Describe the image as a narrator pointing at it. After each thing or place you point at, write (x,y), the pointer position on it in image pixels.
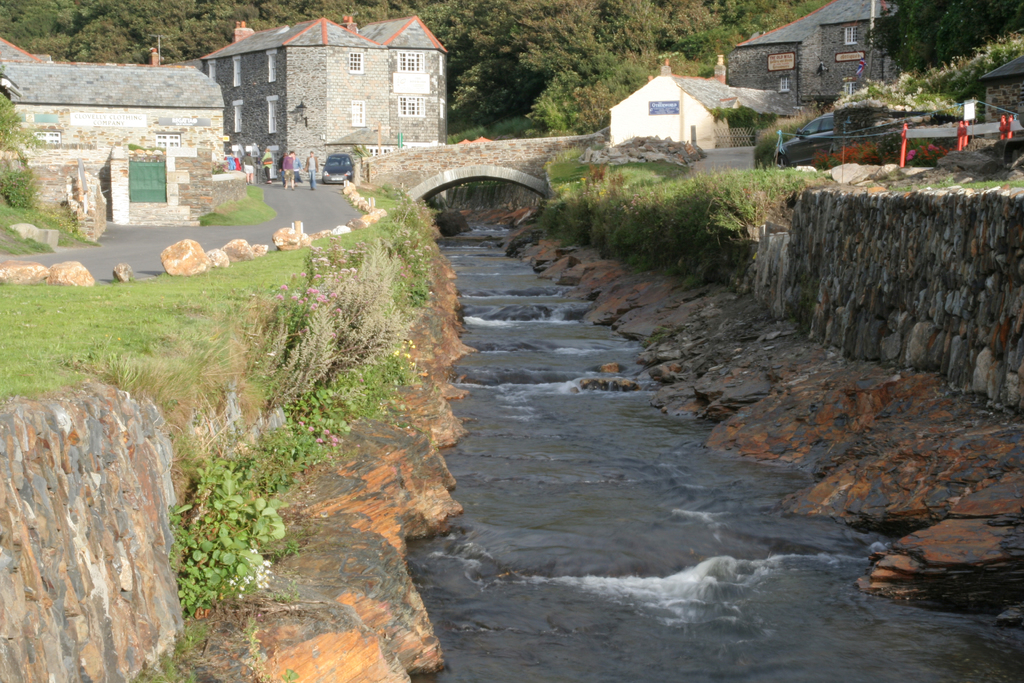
In the foreground of the picture (700,302) we can see water body (529,471), plants (407,279), wall (1000,352), stones (80,282) and grass (277,279). In the middle of the picture (369,229) there are people (292,174), buildings (429,141), vehicle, grass (247,203), bridge (425,160) and other objects (958,129). In the background (260,19) there are trees (609,49).
